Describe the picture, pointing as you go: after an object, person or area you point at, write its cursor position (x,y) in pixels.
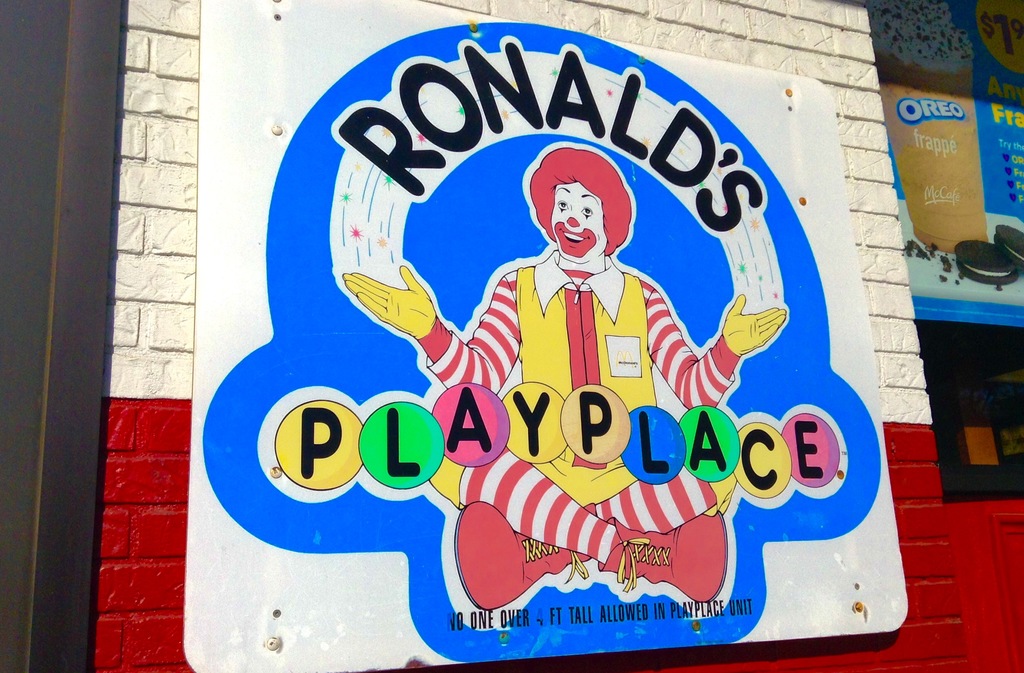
In this image in the center (645,395) there is one board (645,395), on the board (538,394) there is text (541,411) and joker (590,374). And in the background (936,334) there are buildings (151,450) and some posters (922,182).
